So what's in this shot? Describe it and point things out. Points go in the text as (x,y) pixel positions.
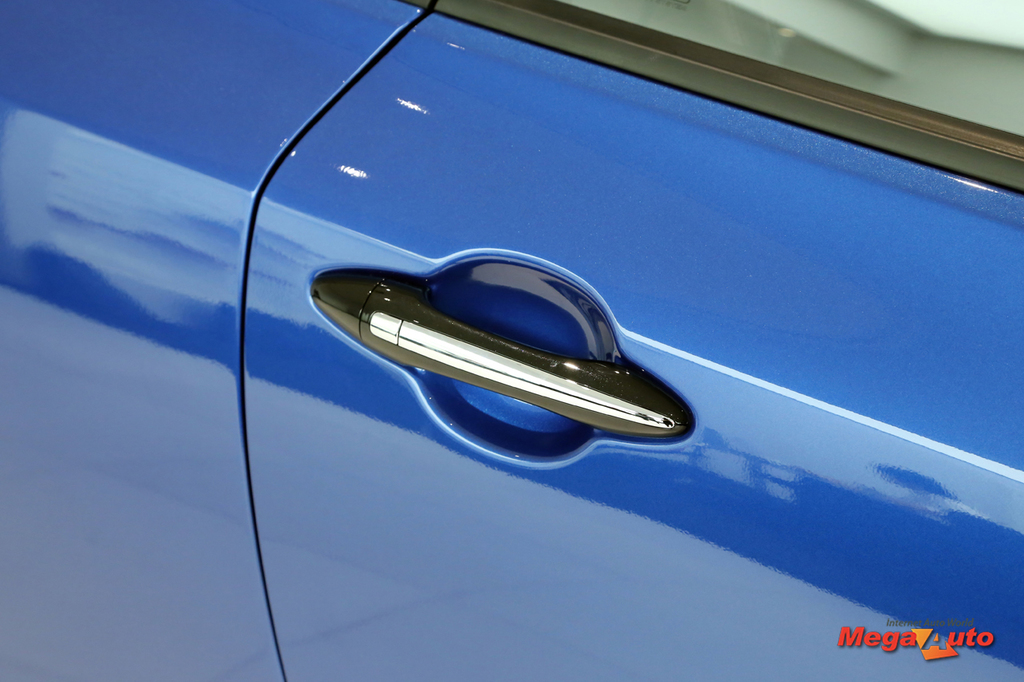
In this image we can see a door (329,560) of a vehicle (418,454), at the bottom of the image (936,638) we can see the text (936,638).
